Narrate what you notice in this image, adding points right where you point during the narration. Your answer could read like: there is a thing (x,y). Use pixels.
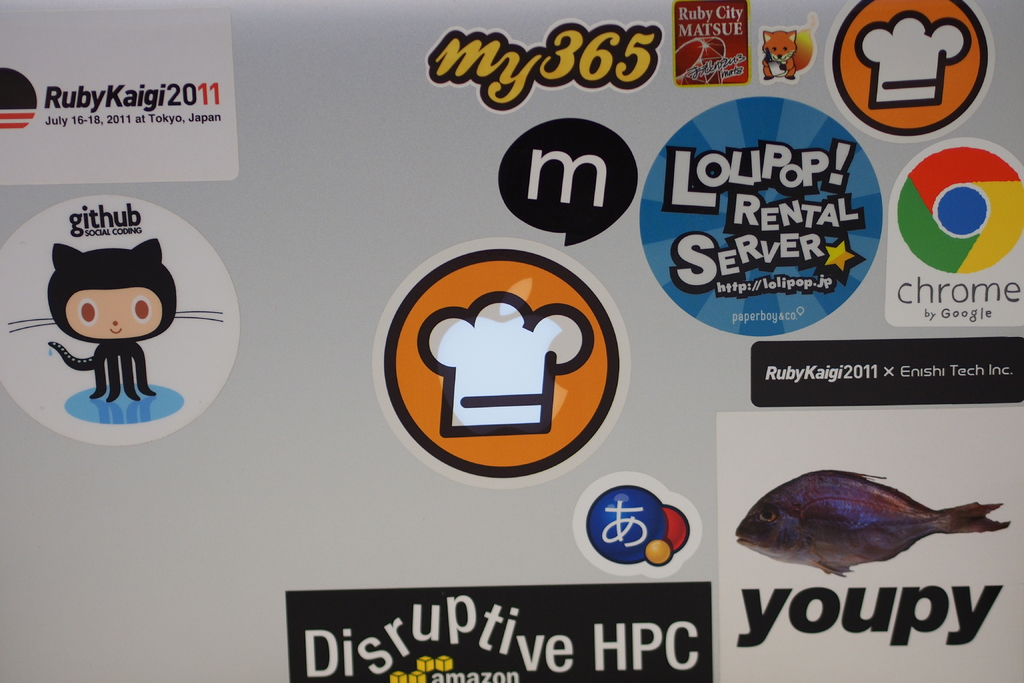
In the image we can see a poster (376,280), on the poster (422,412) we can see text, picture of fish (844,555), logos (942,256) and symbols (839,246).
